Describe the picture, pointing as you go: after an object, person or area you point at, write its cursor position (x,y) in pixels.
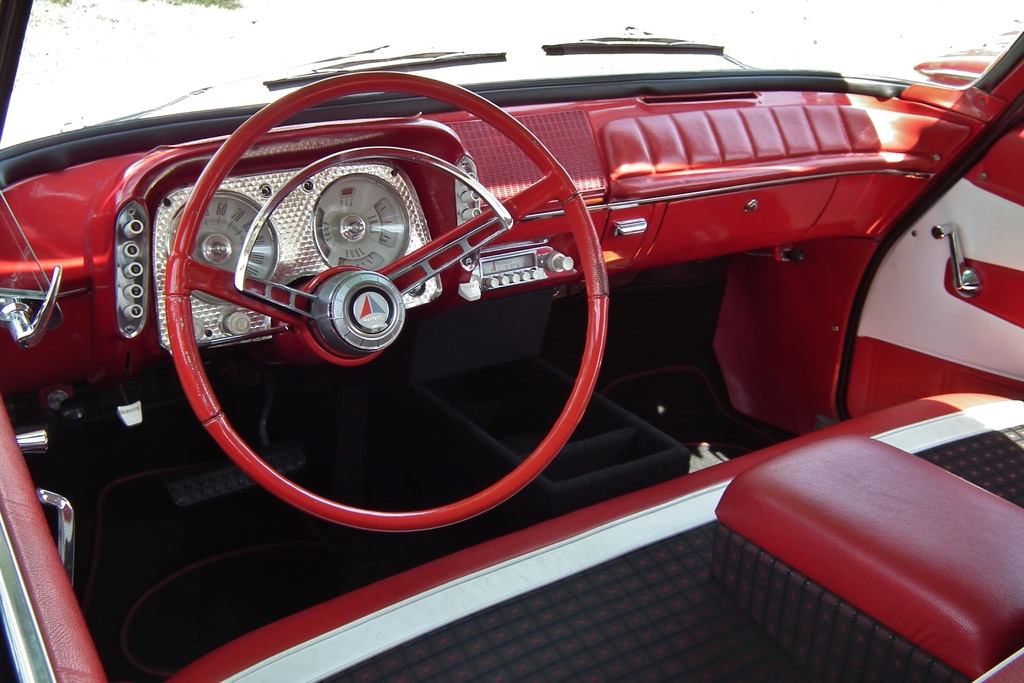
This is the inner view of a vehicle (787,129). In which, we can see there is a speedometer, a radio (503,266), doors (883,296), seats (888,430) and front glass window (719,14). And the background of this inner view is red in color.
